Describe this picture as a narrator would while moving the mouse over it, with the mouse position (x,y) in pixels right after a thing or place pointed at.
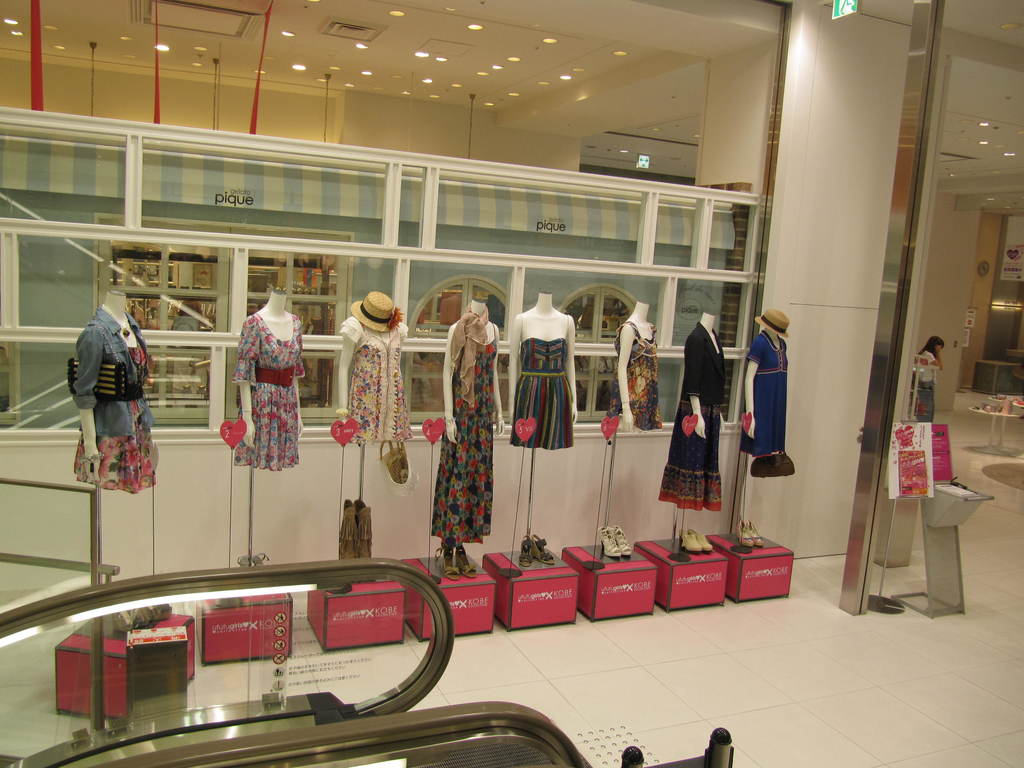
In the center of the image (567,371) we can see mannequins (387,407), clothes (386,350), hats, stand (430,468), heels (537,562), boxes (626,565). In the background of the image (454,297) we can see wall (797,222), shelves (319,268). On the right side of the image (1017,255) we can see boards (893,443), tables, person (924,392). At the top of the image (452,75) we can see lights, roof (579,56), board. At the bottom of the image (513,697) we can see escalator (408,732), stairs (513,754), rod (52,567), floor (208,698).
